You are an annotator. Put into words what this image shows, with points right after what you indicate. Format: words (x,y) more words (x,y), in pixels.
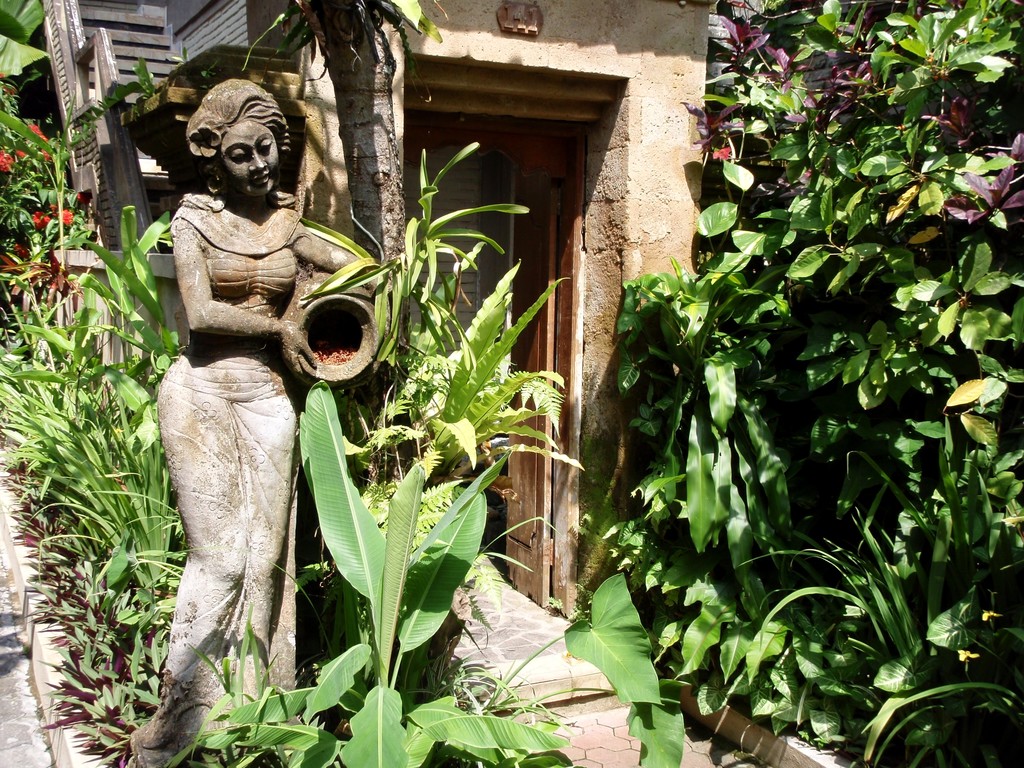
In this picture, we see a statue (269,314) of the woman (270,319) holding a pot (318,300). Beside that, we see the plants (167,572) and trees (332,522). Behind that, we see a pillar (167,128) and the staircase (129,76). At the bottom (550,673), we see the pavement (604,725). On the right side (829,223), we see the trees (795,428) and plants (852,381). In the middle (663,262), we see a building (586,77). It has a brown door (523,467). On the left side (41,170), we see the plants (48,233) which have the red color flowers (45,214).
